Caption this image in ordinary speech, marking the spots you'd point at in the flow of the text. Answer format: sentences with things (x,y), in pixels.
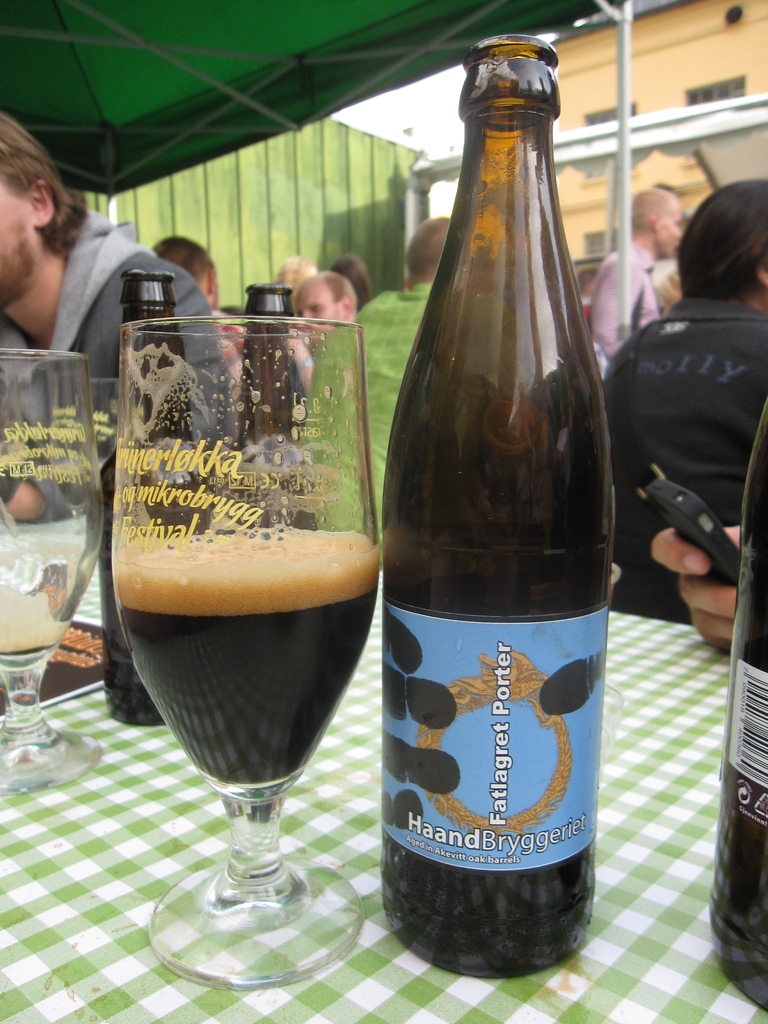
In this picture we can see a group of people (349,261) sitting and in front (290,374) we have glass (256,639) with drink (232,584) in it, bottle (505,278) and this are on a table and in background (258,256) we can see wall (350,177), umbrella (206,81).
